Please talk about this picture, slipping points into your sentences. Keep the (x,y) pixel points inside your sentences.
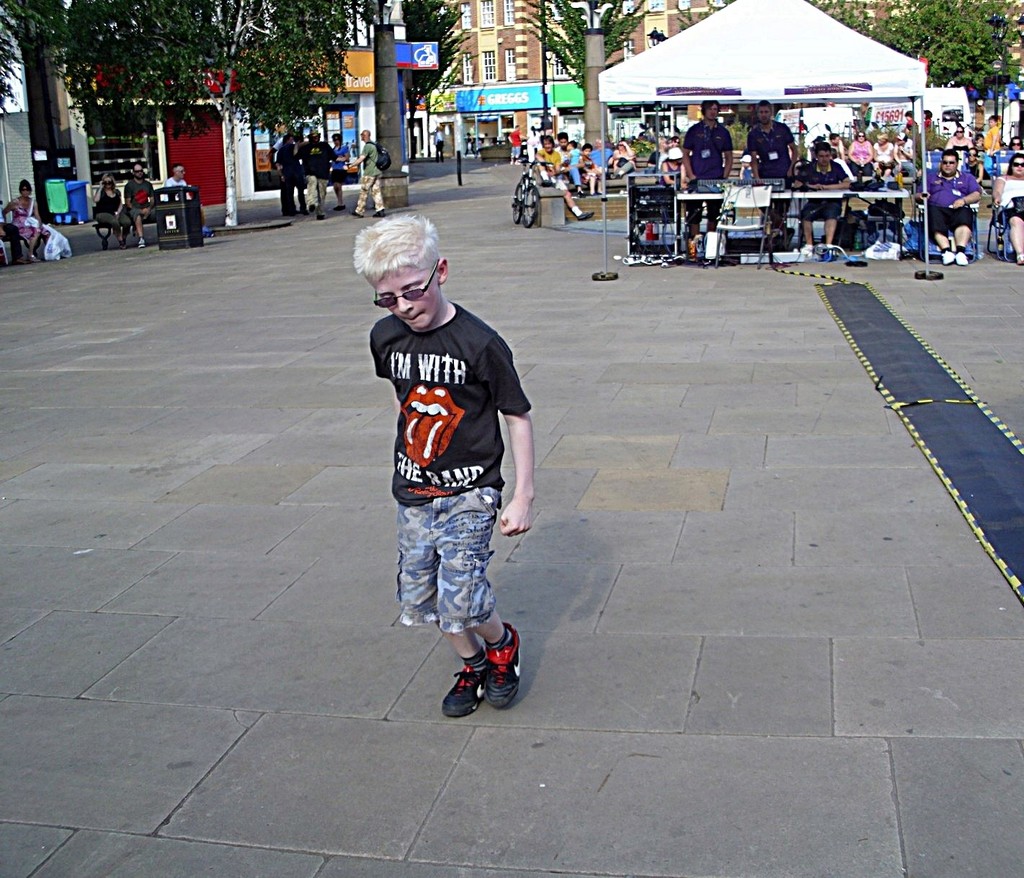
In this image we can see a boy (485,579) is standing on the road (429,793), he is wearing black color t-shirt (419,381) with shorts (444,601). Background of the image (376,148) so many people (593,170) are sitting, walking, standing. And trees (333,69), buildings (504,31) are there.
